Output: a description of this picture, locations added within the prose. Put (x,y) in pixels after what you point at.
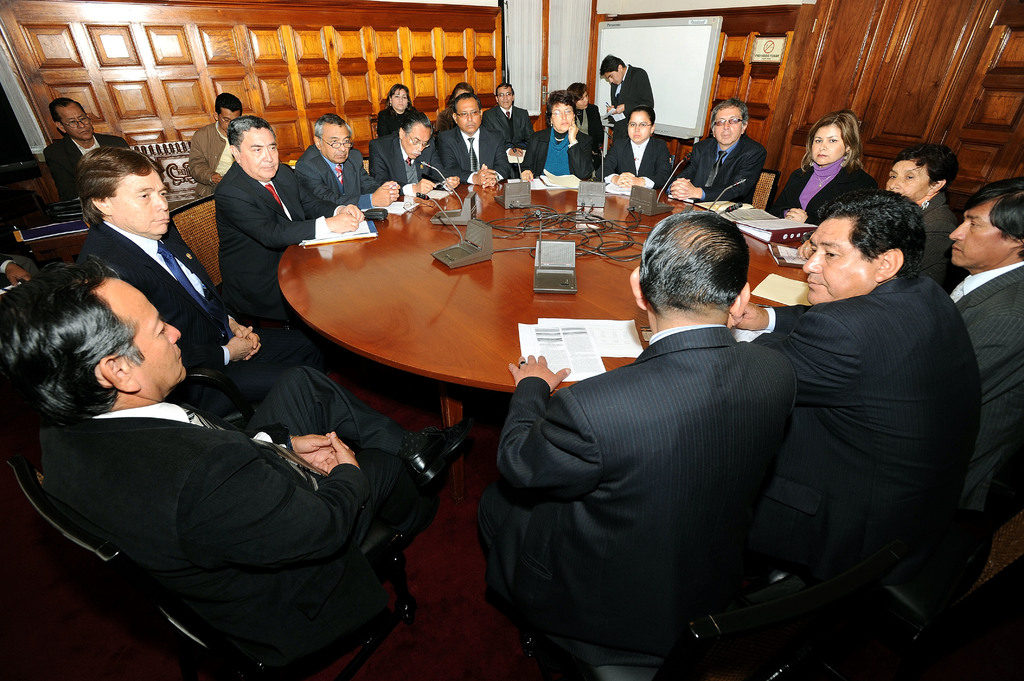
In the image it seems like it is a round table meeting in which there are delegates (933,475) sitting around the table (455,275) and discussing with each other. On the table (500,281) there is mic (475,256), papers (556,343), wires (573,228), files (756,225) on it. At the background (129,50) there is wooden wall (325,32).
